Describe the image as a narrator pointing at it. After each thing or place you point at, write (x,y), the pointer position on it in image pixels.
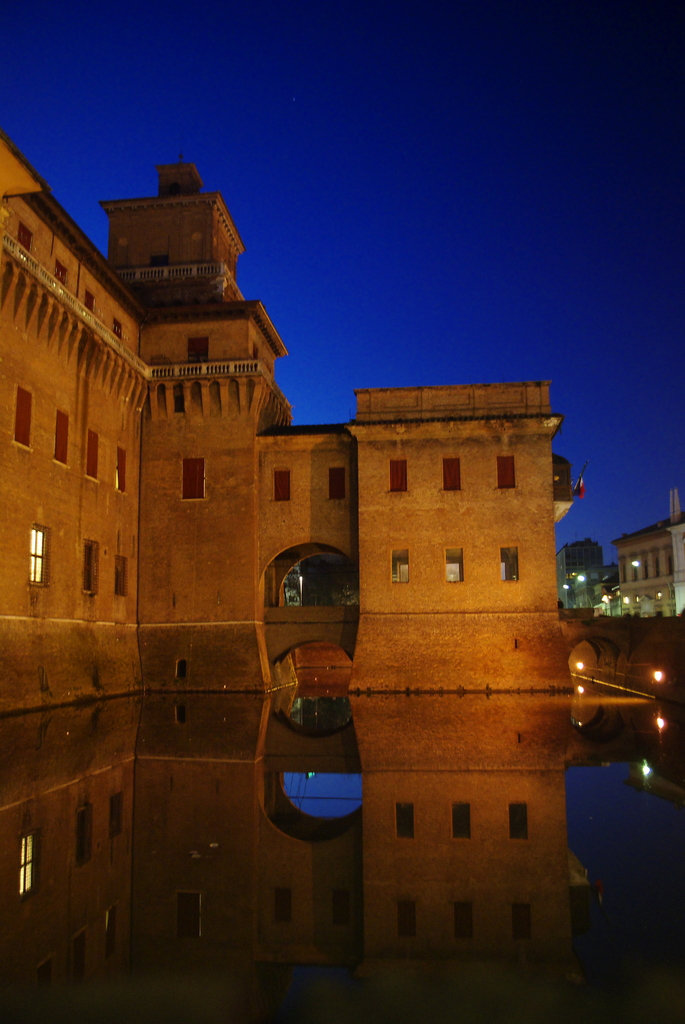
In the foreground of this picture (344,869), there is water (299,826) and a building (288,518) in the water (441,869). In the background (588,559), there are buildings (598,560) and the sky (594,530).
